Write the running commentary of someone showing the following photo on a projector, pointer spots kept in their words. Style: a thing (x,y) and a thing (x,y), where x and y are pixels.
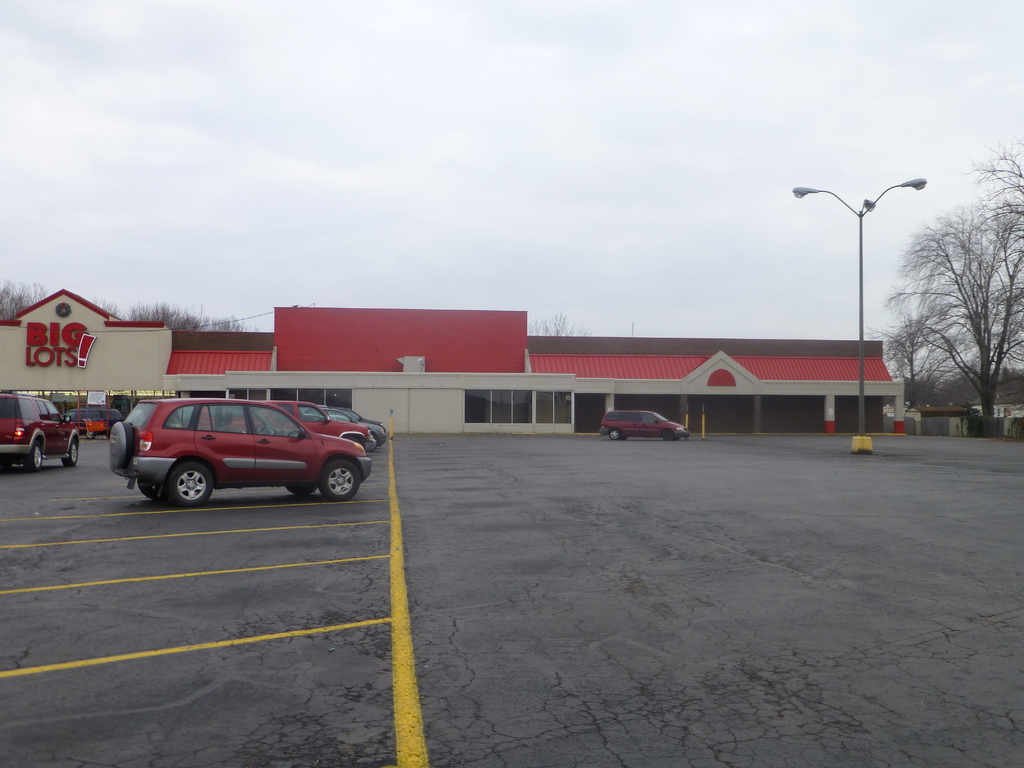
At the bottom of the image (649,629) there are few cars (188,454) parked in a parking area (141,607). In the background (63,408) there is a store (233,359) with red roof (262,363), walls (433,402), pillars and glass windows (562,398). At the right side of the image (963,308) there is a tree (980,382). At the top of the image (527,125) there is a sky (438,177) with clouds (438,177).
